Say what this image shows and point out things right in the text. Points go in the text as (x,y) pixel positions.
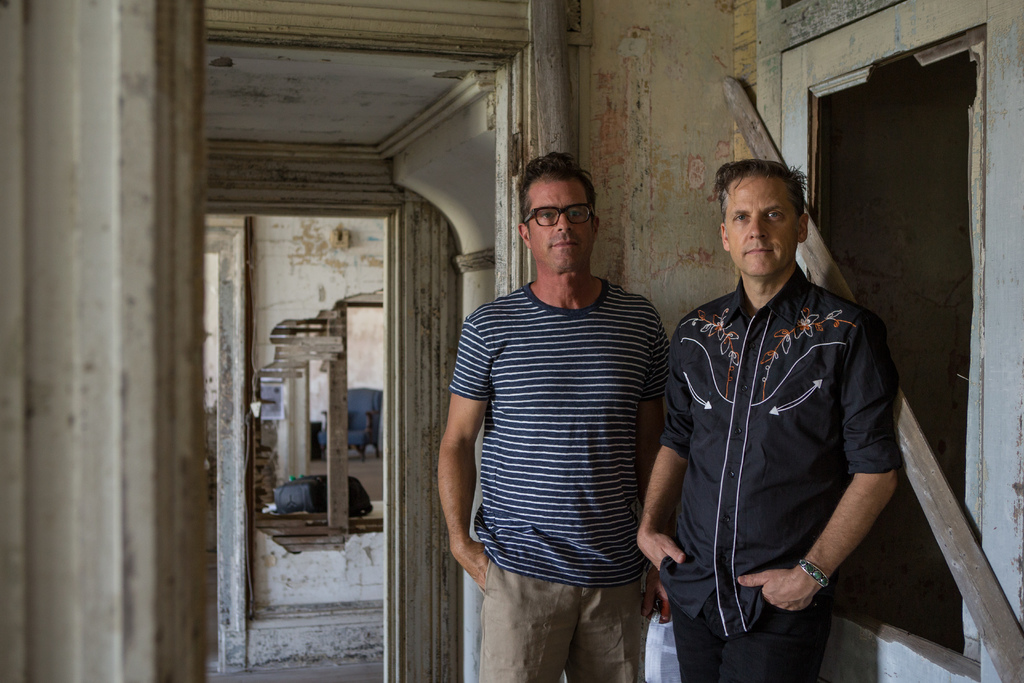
In this picture we can observe two men (512,398) standing on the floor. One of them is wearing a T shirt (563,369) and spectacles (535,215). Behind them there is a wall (609,90). On the right side (897,150) we can observe a window (891,342). In the background (366,408) we can observe a blue color chair (369,440) and a wall (373,383).
